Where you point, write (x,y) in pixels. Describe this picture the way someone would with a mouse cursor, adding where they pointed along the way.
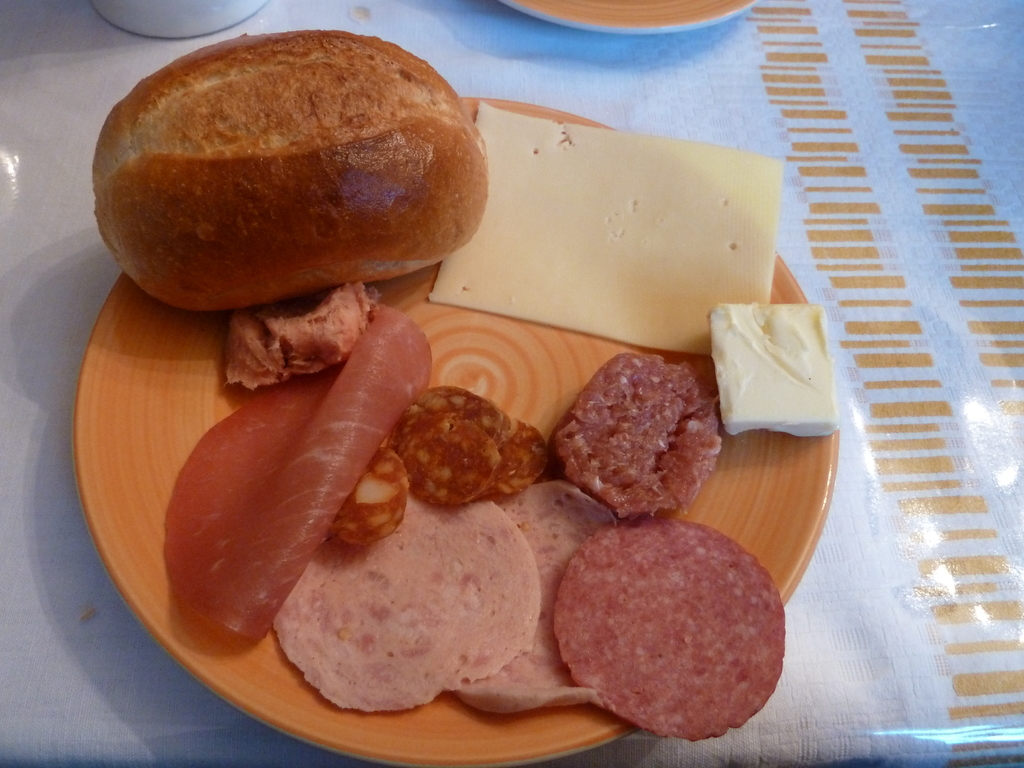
In this image we can see a plate (702,502) containing food (252,224) is placed on the surface (921,669). At the top of the image (682,8) we can see a plate (671,1) and a bowl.
